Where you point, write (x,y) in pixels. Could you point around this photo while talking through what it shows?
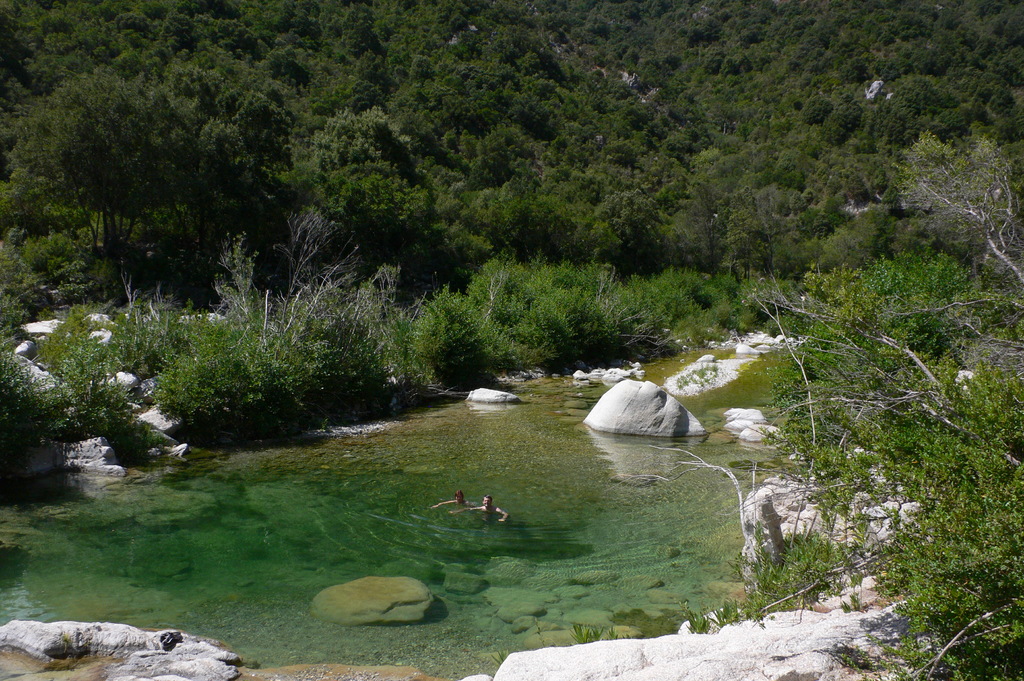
In the foreground of this image (585,663), there are stones (268,674) and trees (962,487). In the middle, there are two persons (487,506) in the water (489,541). In the background (502,102), there is greenery (345,202).
